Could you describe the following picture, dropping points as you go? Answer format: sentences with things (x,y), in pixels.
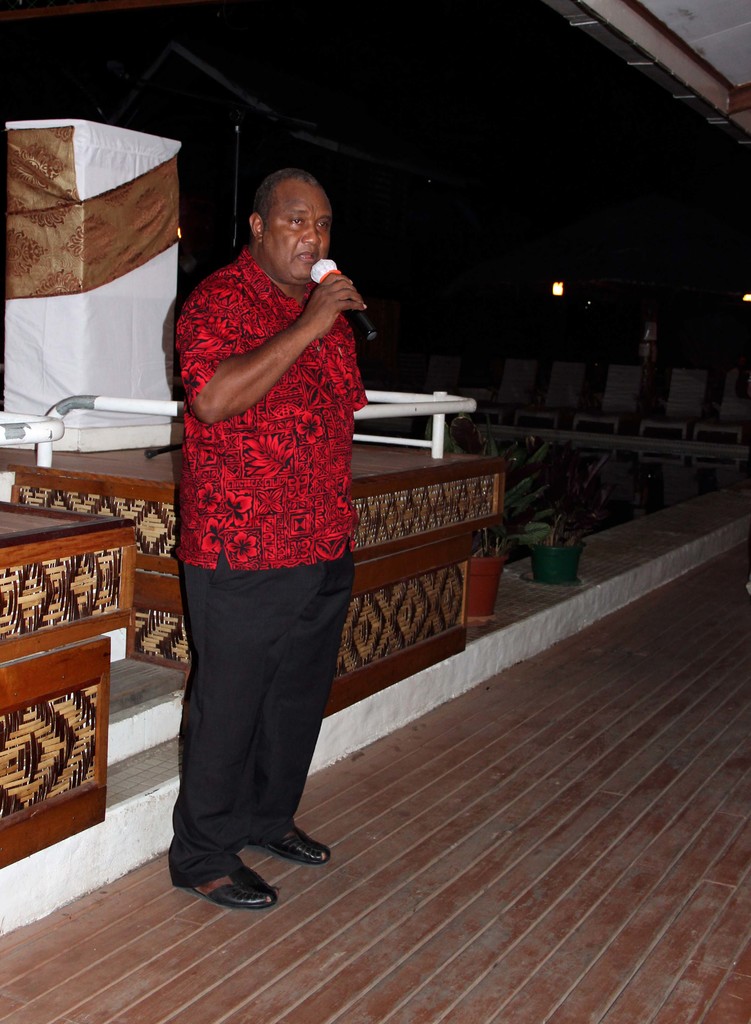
There is a man (335,591) standing in the foreground area of the image (274,343), by holding a mic (369,324), it seems like a stage (18,527), plants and other objects (22,356) in the background (506,378).
